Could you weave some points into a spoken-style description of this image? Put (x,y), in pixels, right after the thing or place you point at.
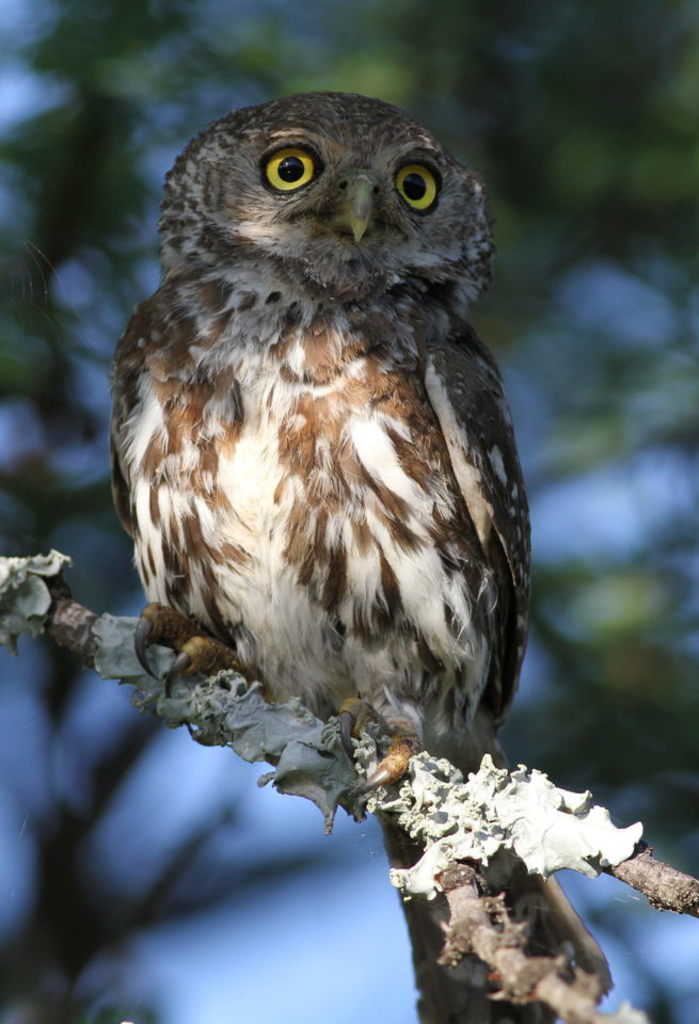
In this image we can see a bird (301,528) sitting on a branch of the tree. We can see a tree (579,366) in the image. There is a blur background (571,372) in the image.
